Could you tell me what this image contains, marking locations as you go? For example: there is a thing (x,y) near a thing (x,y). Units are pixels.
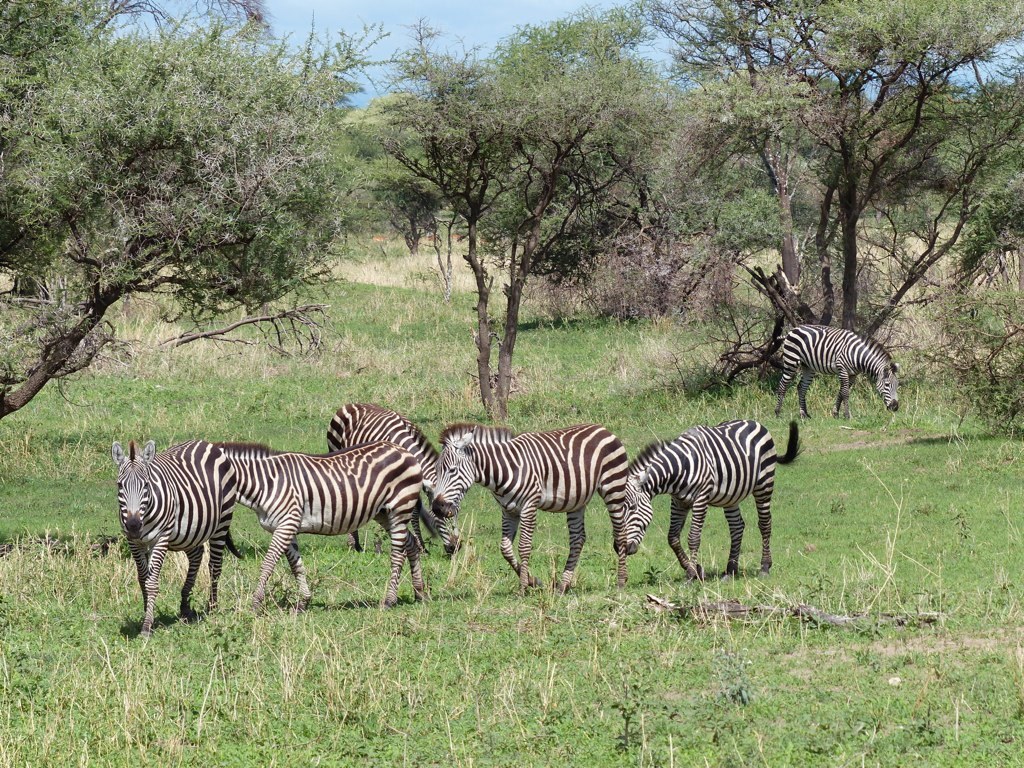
In the image we can see there are zebras (664,466) standing on the ground (106,453) and the ground (563,527) is covered with grass (573,667) and dry plants (292,664). Behind there are trees (832,227) and there is a clear sky (399,37).
